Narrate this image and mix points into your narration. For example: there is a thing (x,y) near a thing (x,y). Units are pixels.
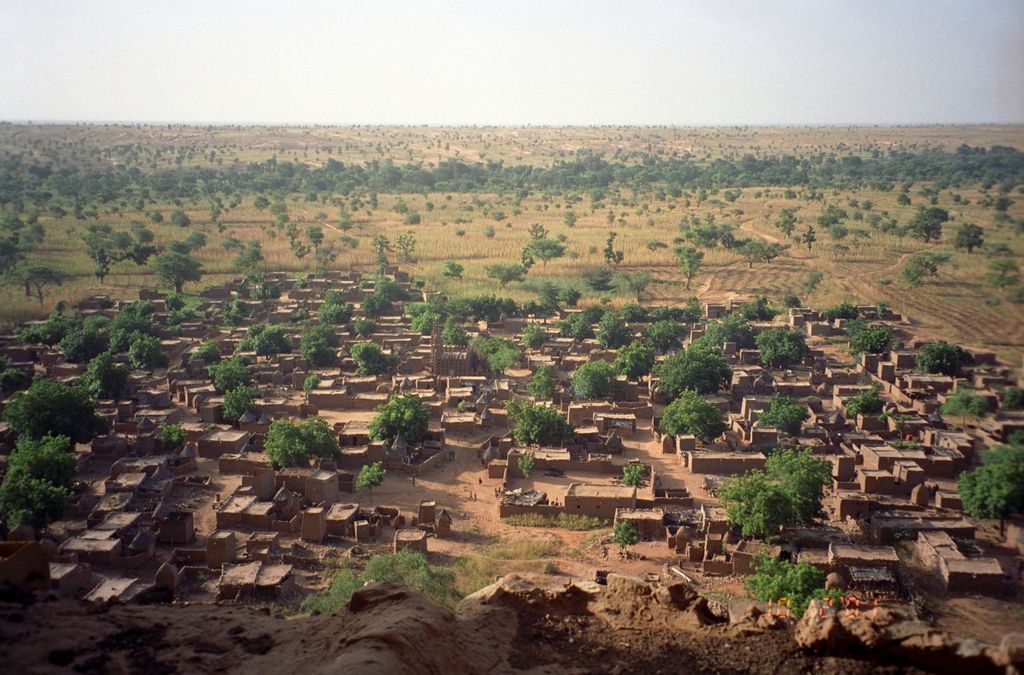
In this image we can see the houses (302,529), trees (377,473) and grass (438,215). In the background (464,59), we can see the sky (563,84).
